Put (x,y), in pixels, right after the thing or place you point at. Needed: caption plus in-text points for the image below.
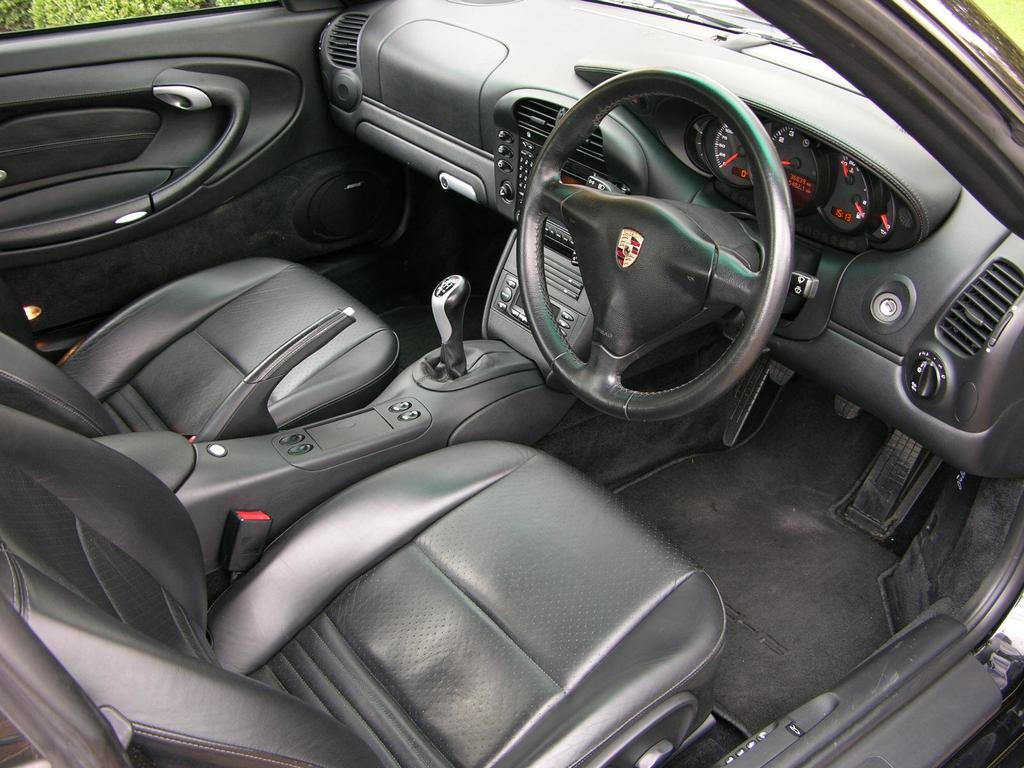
This is the picture of a car (611,420) in which there is a steering (669,284), gear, buttons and some other things (318,506) in the car (279,518).
